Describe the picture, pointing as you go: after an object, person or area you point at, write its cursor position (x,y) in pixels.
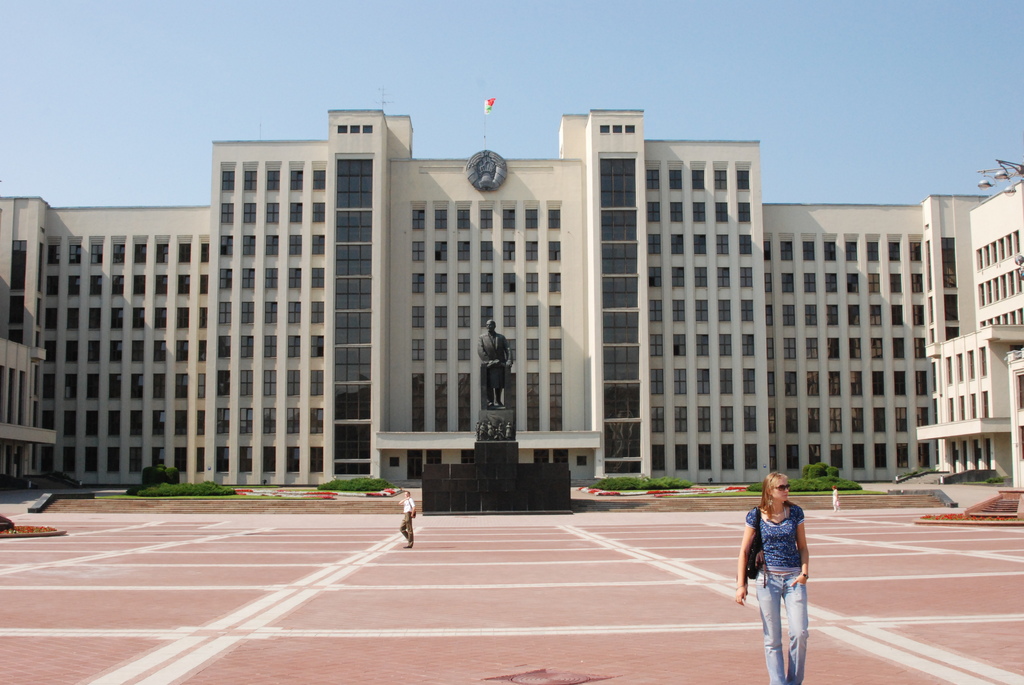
In this image, at the bottom right hand corner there is a woman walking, and looking at somewhere and in the middle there is a statue (521,477), and at the back (499,289) there is a building (253,162).
